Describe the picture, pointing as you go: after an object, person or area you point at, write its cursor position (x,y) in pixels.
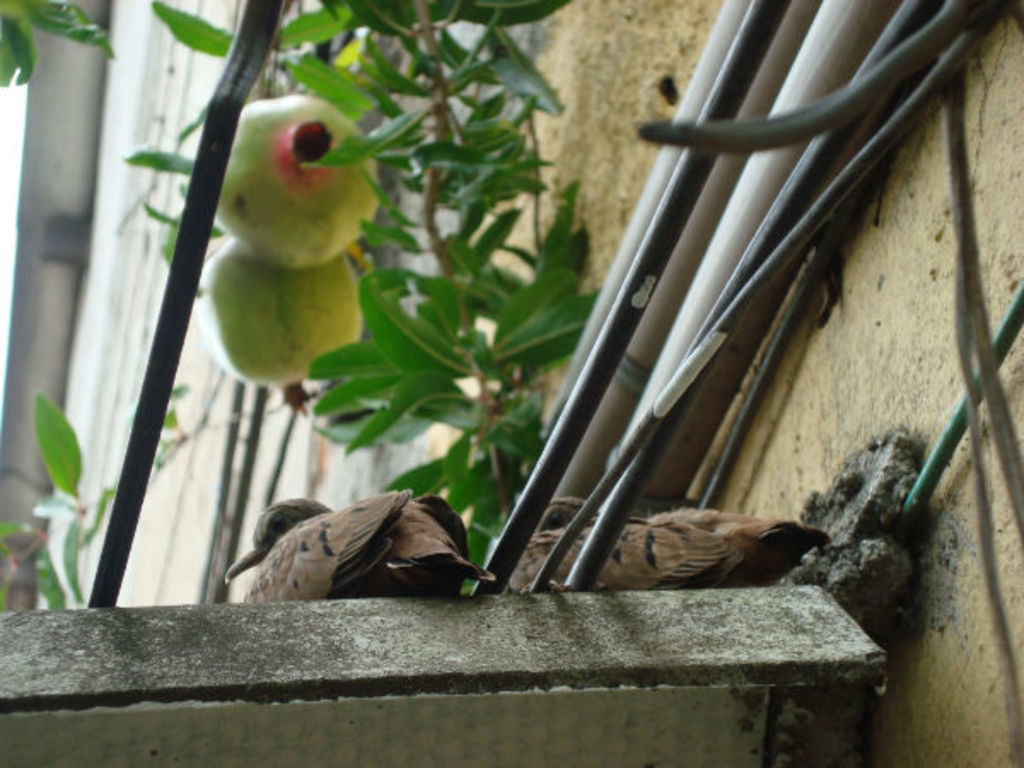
In the image there are birds (636,576) sitting on a shelf (436,698) with wires (830,107) above it on the wall (736,468) and there is a plant (410,352) with two fruits (290,334) hanging.
